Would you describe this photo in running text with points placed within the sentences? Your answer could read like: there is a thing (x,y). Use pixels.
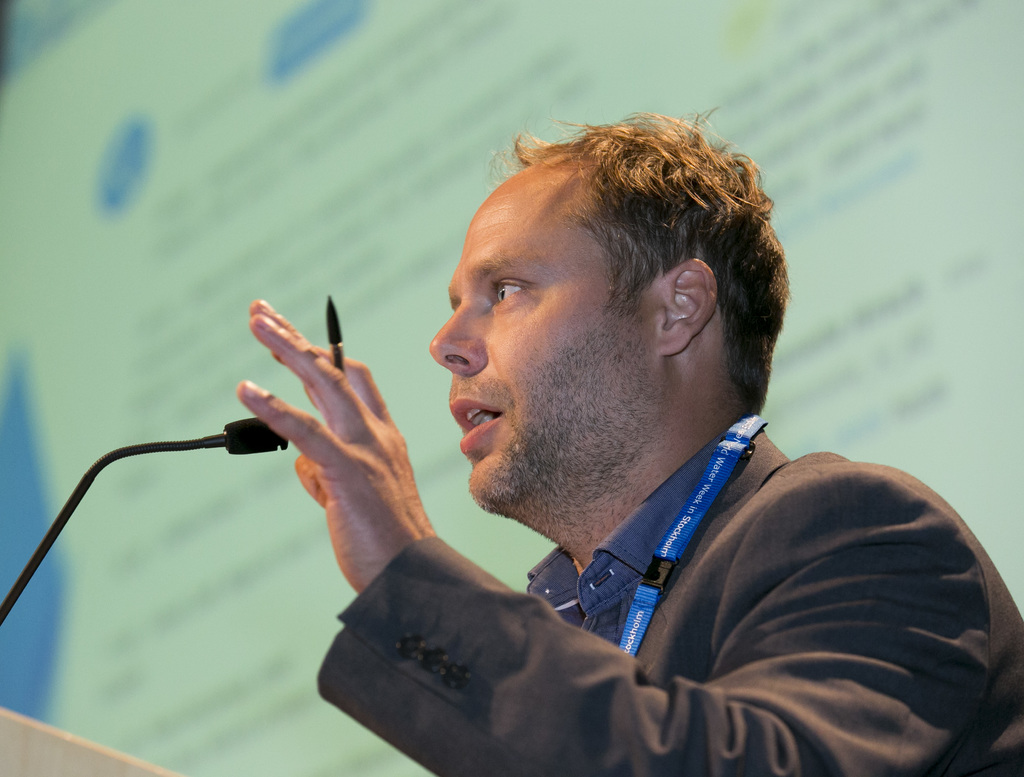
There is one man (674,643) wearing an id card (664,587) and holding a pen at the bottom of this image (555,688). We can see a Mic (78,502) on the left side of this image (76,501). It seems like a screen wall (327,238) in the background (814,174).
